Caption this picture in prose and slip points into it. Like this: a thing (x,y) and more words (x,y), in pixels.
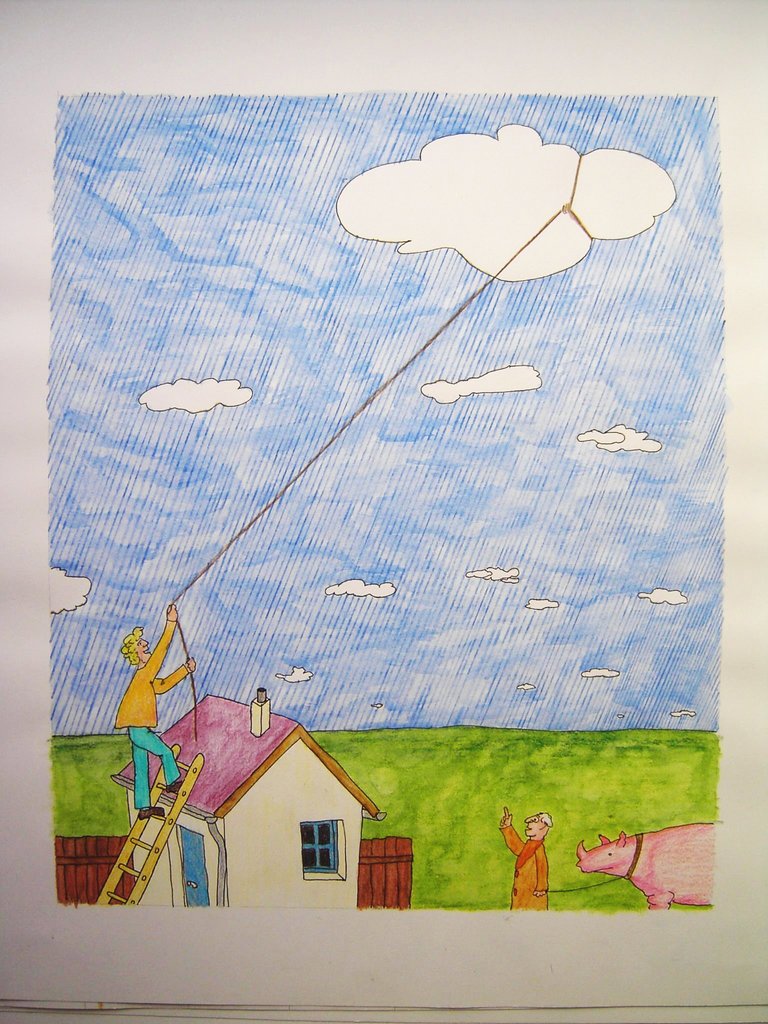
In the center of this picture (328,348) we can see a drawing (467,841) consists of a house (249,878) and there is a person (144,681) climbing a ladder (155,851) and holding a rope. On the right (530,830) we can see an animal (687,839) and a person (527,841) standing on the ground (505,864). In the background (416,563) we can see the sky (576,347) with the clouds (488,220) and we can see a rope (586,229) is tied to the cloud (536,247) and we can see the green grass (446,761).
